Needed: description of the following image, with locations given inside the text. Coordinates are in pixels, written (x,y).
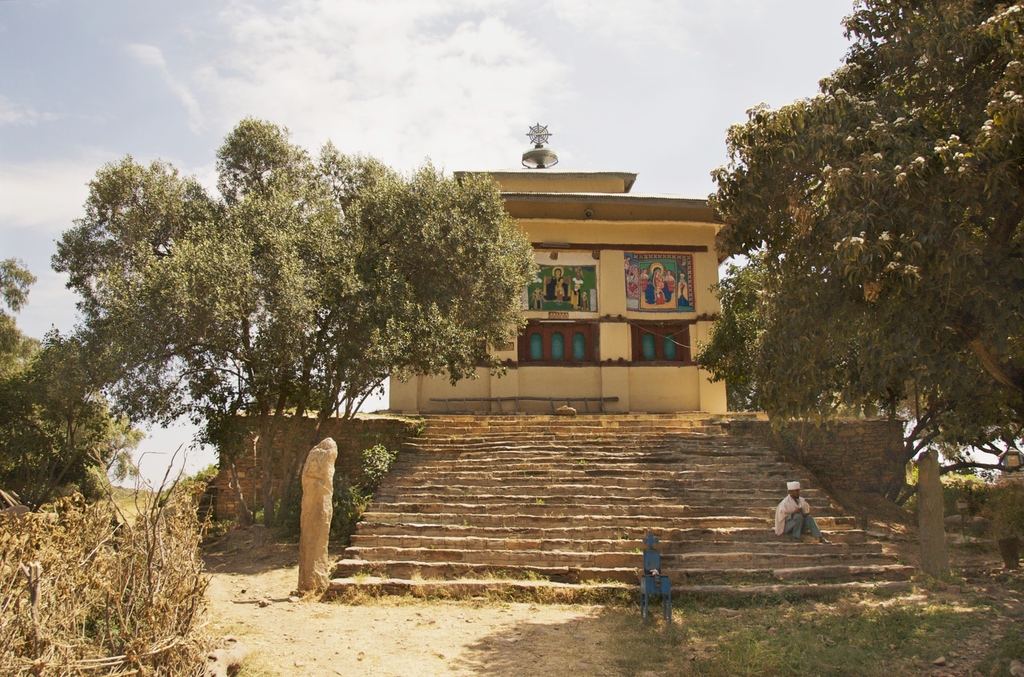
In the foreground (460,589) we can see the grass (809,652) and sand (470,651). In the middle part of the image (648,229) we can see the building (535,315) which has two pictures (584,303). some trees (261,404) are there and some steps (695,516) on which a person (792,503) is sitting on it. On the top (562,98) we can see the sky (375,98).
